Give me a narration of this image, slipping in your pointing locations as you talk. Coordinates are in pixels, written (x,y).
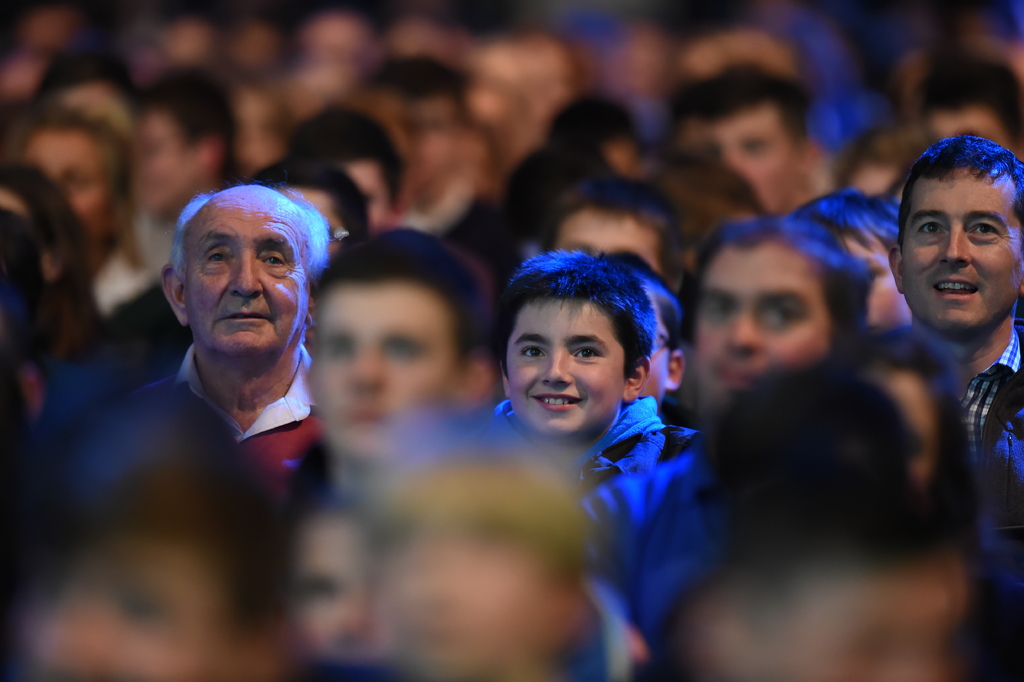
In this image, we can see people (585,209).
